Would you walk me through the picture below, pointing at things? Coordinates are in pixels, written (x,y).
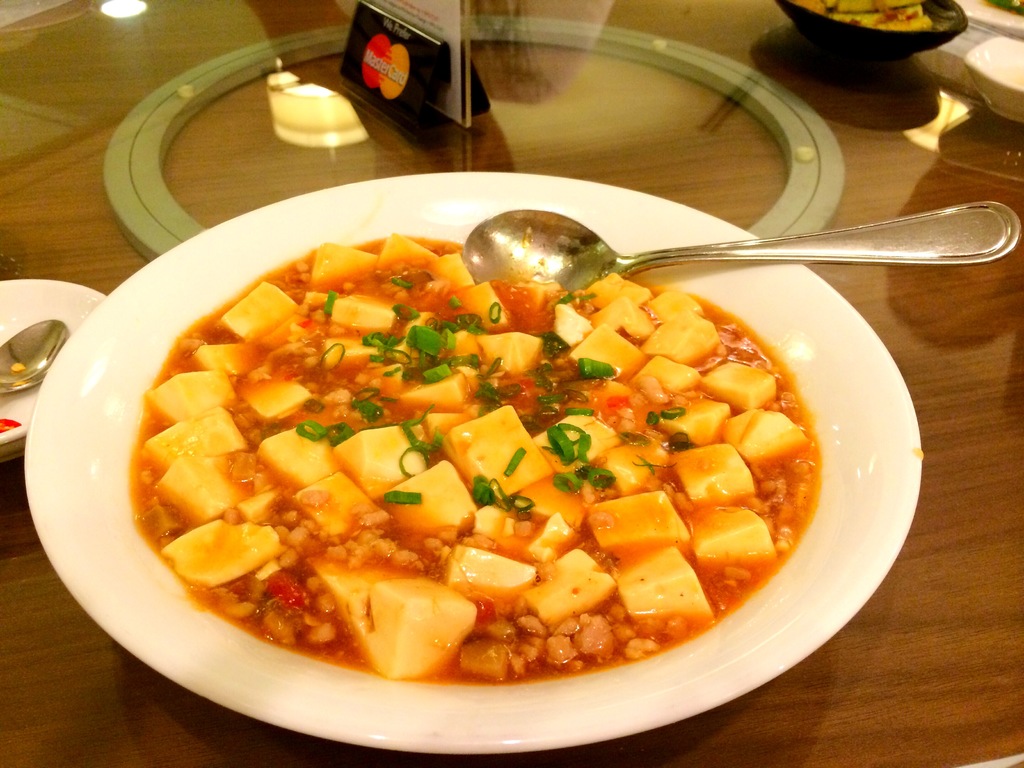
In this image, I can see a plate (910,477) with a food item (607,570) and a spoon (566,263). There are bowls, plates (72,314) and an object (401,93) on a glass table (555,172).
